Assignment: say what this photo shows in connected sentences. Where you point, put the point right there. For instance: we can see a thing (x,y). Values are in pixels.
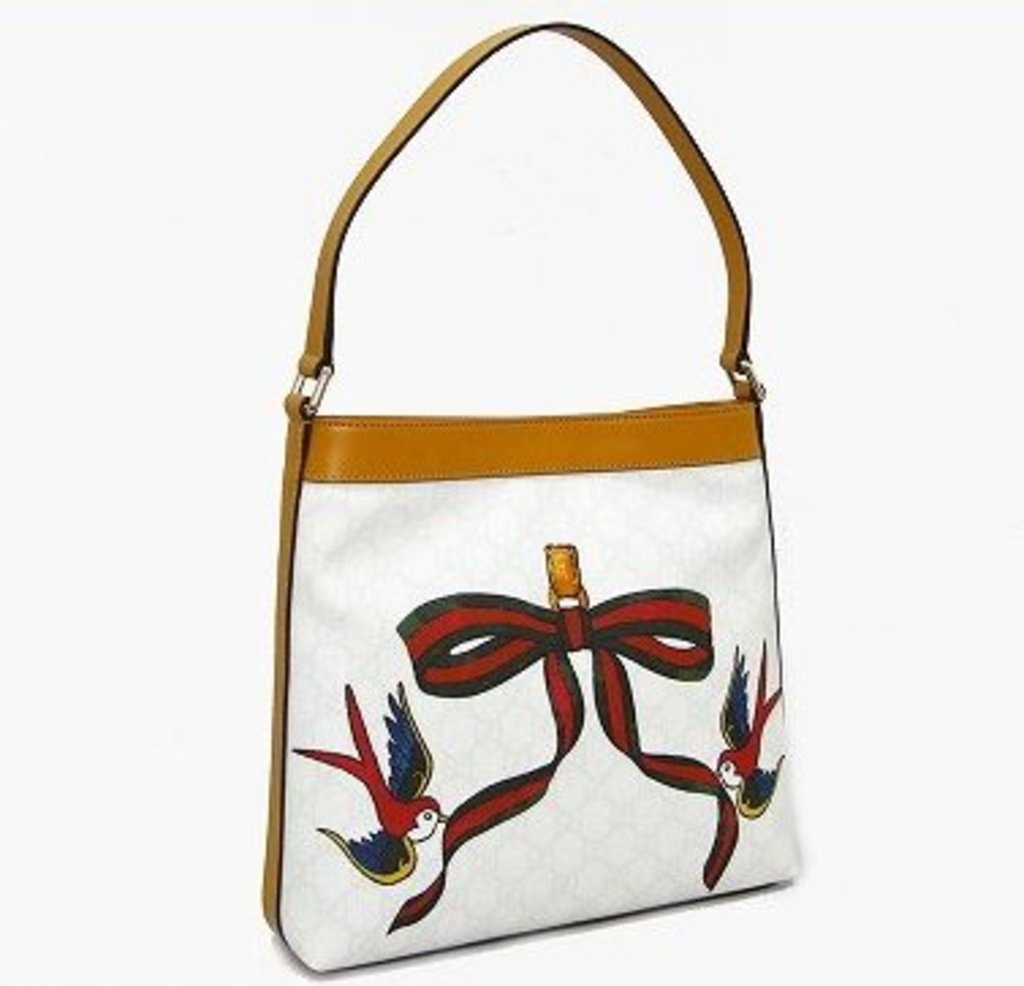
In this image there is one hand bag (554,477) and on that hand bag (586,627) there is some painting (634,747).
